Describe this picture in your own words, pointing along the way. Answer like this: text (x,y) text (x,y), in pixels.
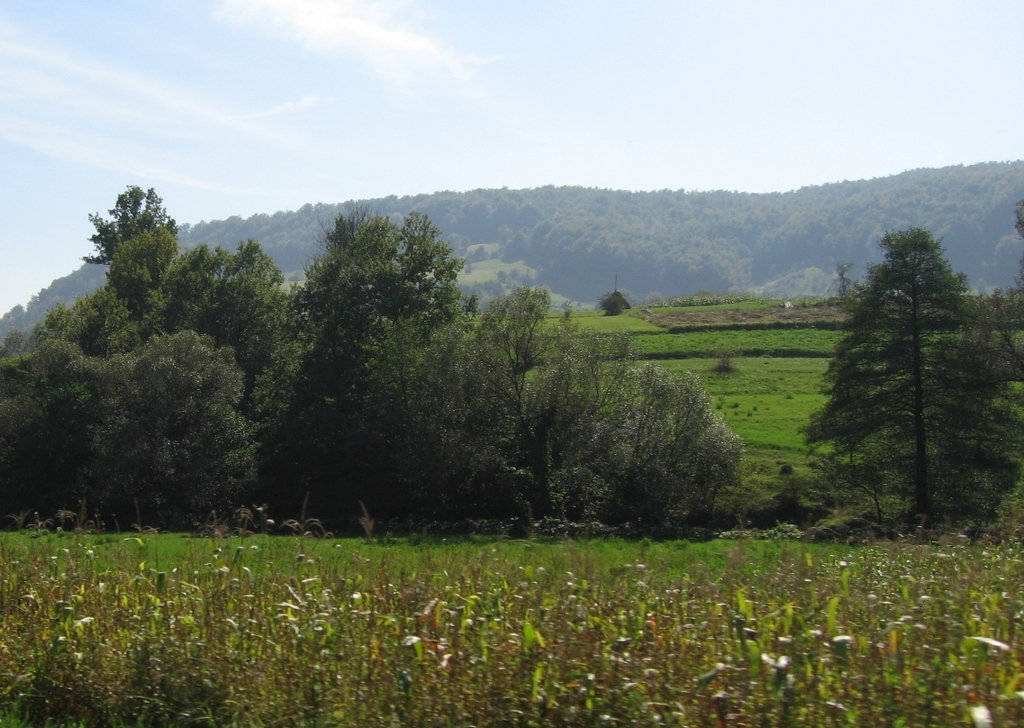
As we can see in the image there are plants (715,701), trees (609,422), grass (746,387), hills (732,246) and sky (351,33).
